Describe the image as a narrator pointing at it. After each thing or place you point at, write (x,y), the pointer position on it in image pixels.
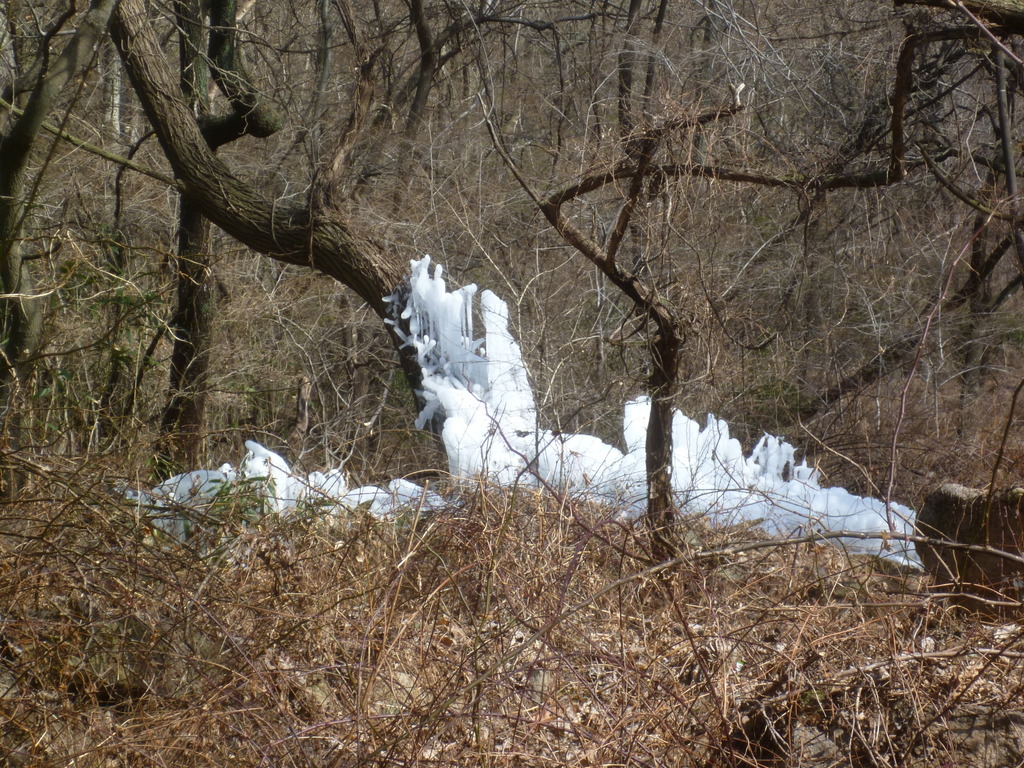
In this image in the middle (345,280) there are many trees (502,232) and there is some white color substance (572,454). At the bottom (495,584) there is a dry grass (495,584).
